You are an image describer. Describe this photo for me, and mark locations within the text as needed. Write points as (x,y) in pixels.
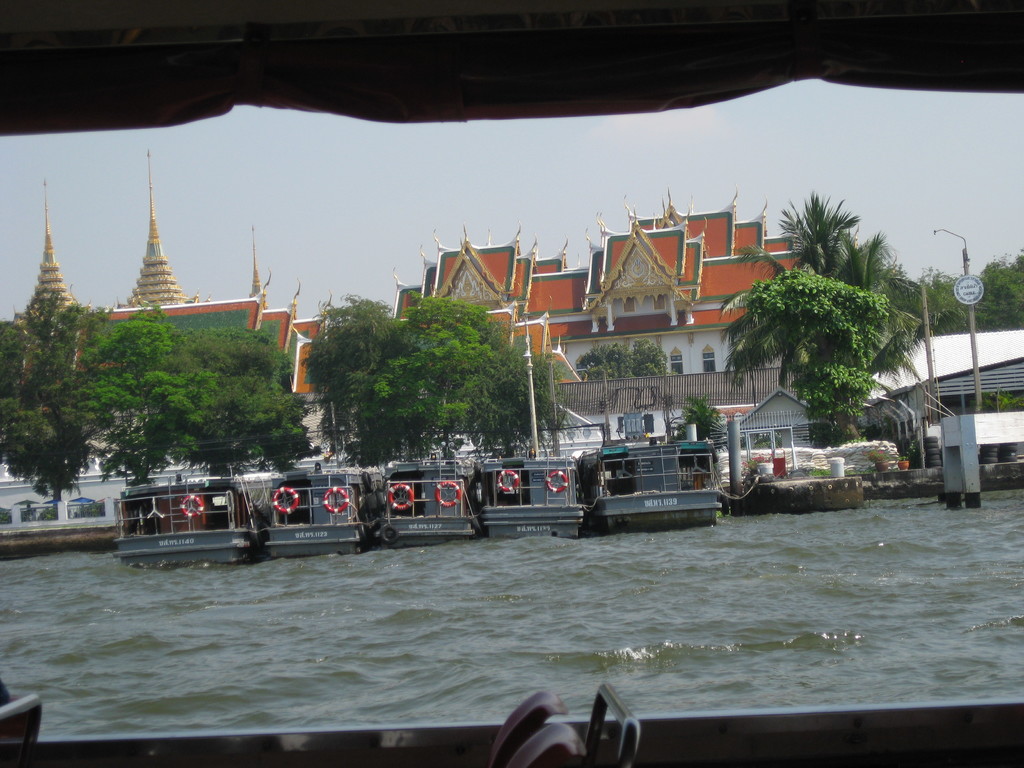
This picture is taken through the boat (378,9) where we can see a few more boats (416,529) floating on the water (508,634), we can see trees (41,437), buildings (749,403), poles (734,432), and the sky (651,160) in the background (774,172).
